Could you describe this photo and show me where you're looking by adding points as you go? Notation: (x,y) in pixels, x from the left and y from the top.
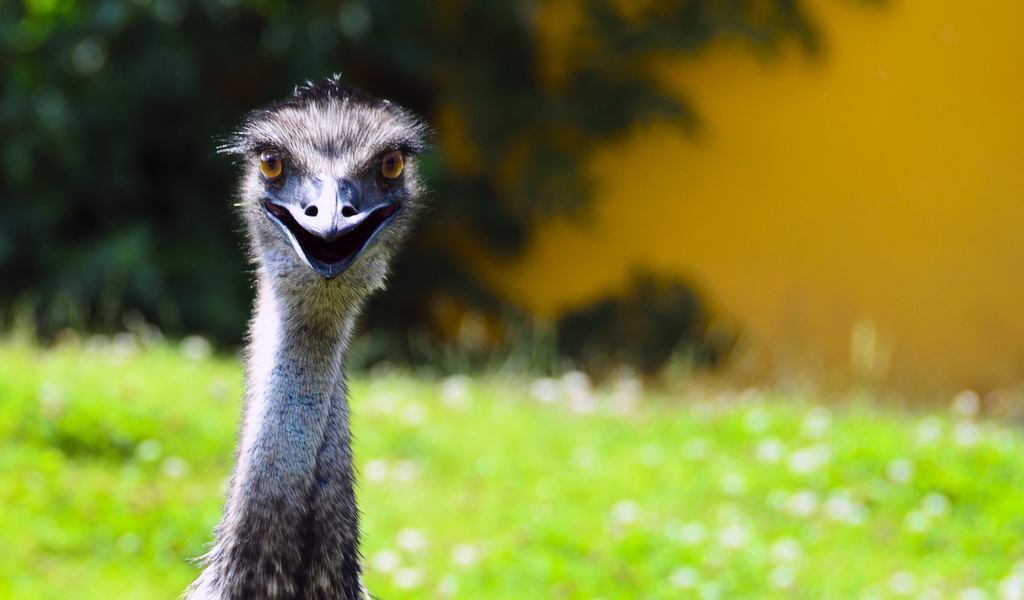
In this picture we can see an emu (273,136) and in the background (211,445) we can see trees (456,139), grass (464,418) and it is blurry.
